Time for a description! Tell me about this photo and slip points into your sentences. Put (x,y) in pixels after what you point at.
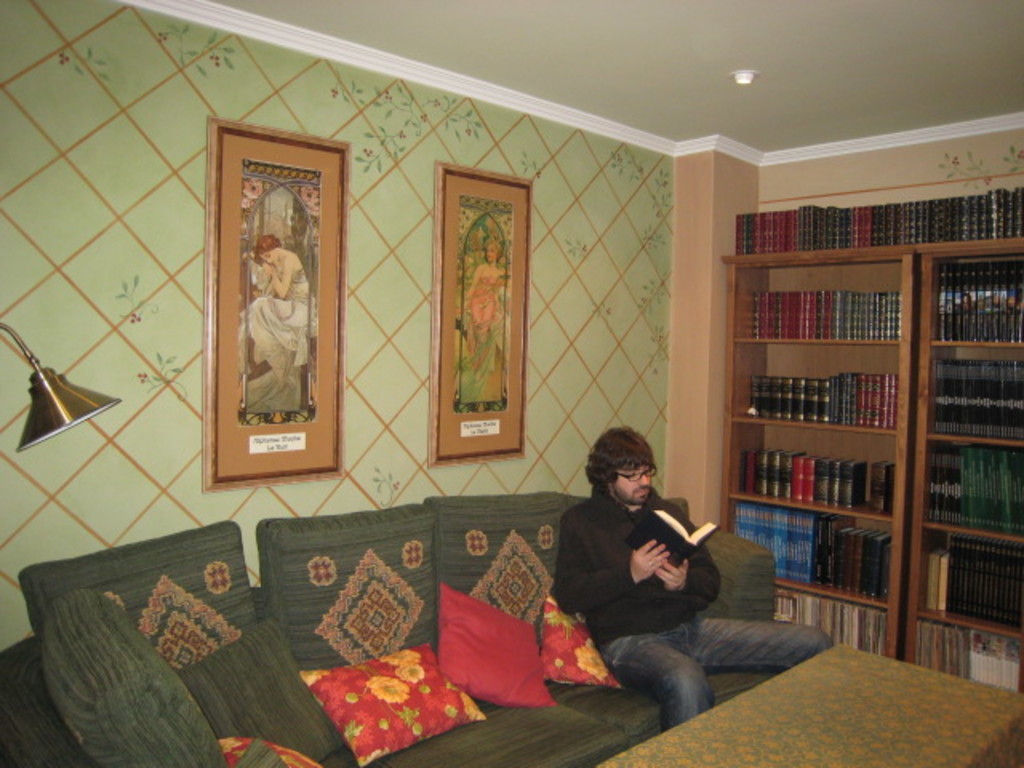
In this image I can see a person (655,595) wearing black color dress (646,595) is sitting on a couch (422,593) which is green in color and holding a book (684,546) in his hands (639,570). I can see few cushions (505,662) which are red in color on the couch (59,577). In the background (74,464) I can see the wall (14,241), few photo frames (232,355) attached to the wall (305,487), a light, few bookshelves (898,424) with books (872,318) in them and the ceiling (714,67). I can see a table (736,755) in front of the person (671,615).
